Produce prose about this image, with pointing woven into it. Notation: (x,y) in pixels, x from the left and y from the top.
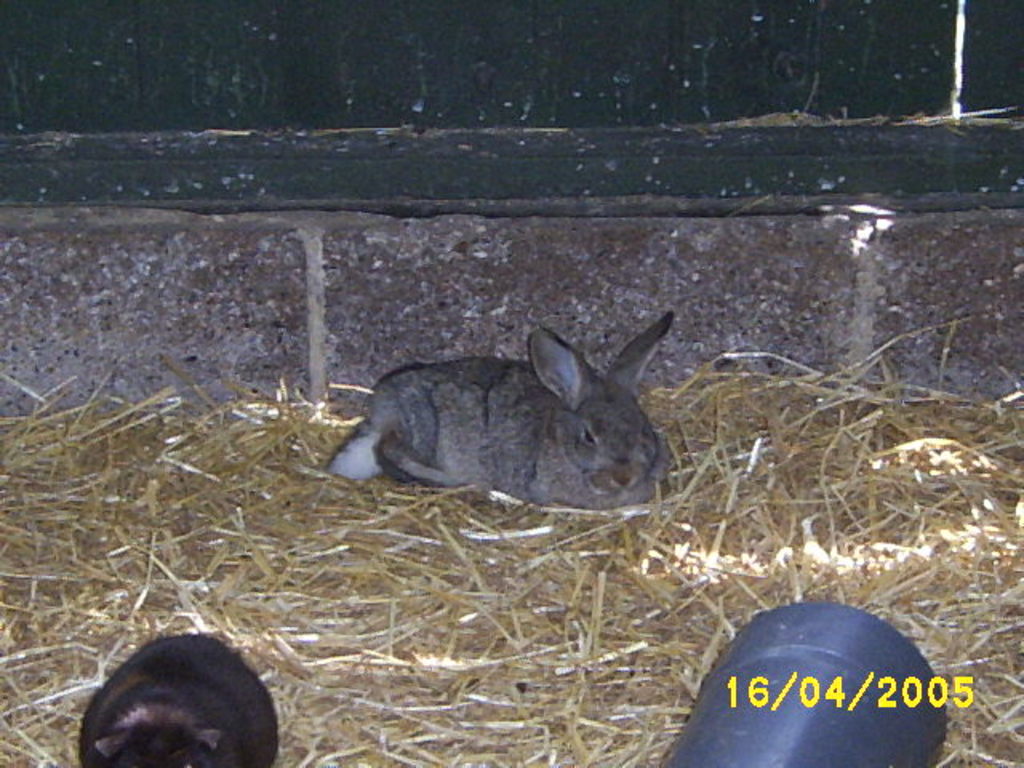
In this image in the center (549,409) there is a rabbit (404,412), and at the bottom (95,645) there is dry grass (573,637) and there is a guinea pig (241,690) and some pipe (828,734) and there is text (779,699). And in the background (794,225) there might be a wall (367,199).
